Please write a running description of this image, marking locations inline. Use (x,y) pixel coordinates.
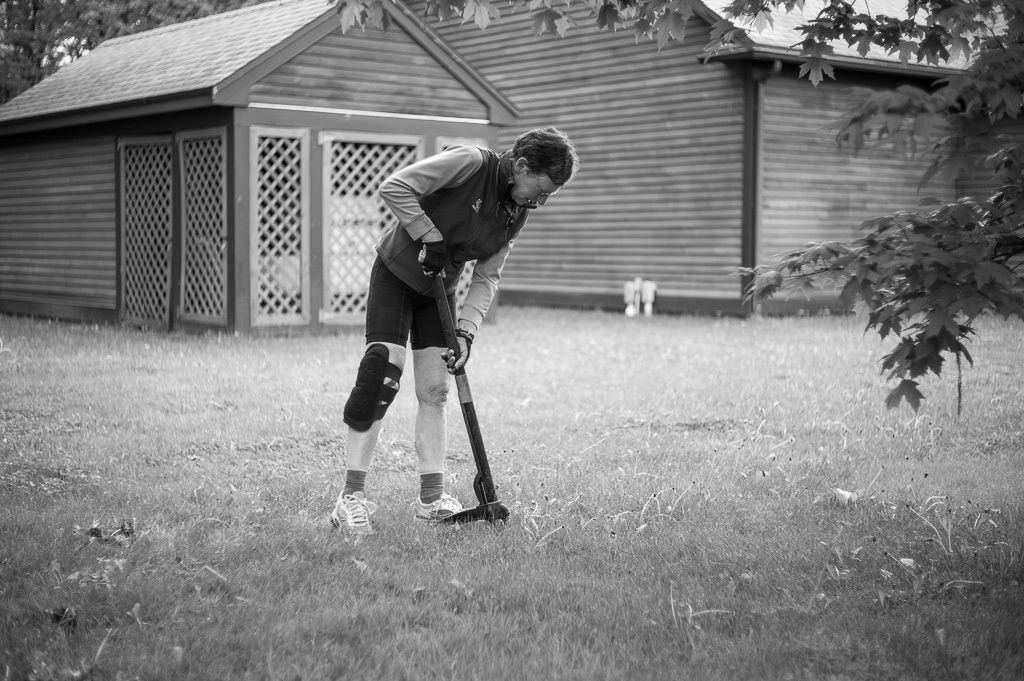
In this picture I can see a man (510,159) standing and holding a grass cutting machine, and in the background (345,248) there are houses (558,258) and trees (658,6).
